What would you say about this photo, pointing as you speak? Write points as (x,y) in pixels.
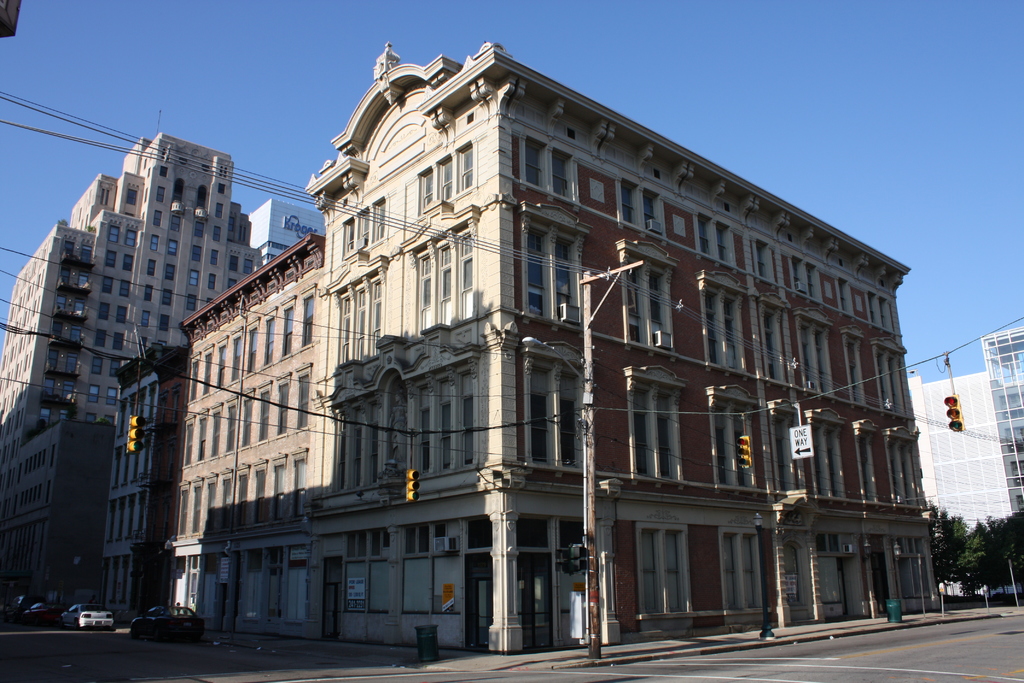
In this picture we can see buildings (253,379), on the left side (178,623) there are three cars (88,619) parked, we can see poles (594,489) and wires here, there is a sign board (804,435) and traffic lights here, there is the sky (836,37) at the top of the picture (829,26).
